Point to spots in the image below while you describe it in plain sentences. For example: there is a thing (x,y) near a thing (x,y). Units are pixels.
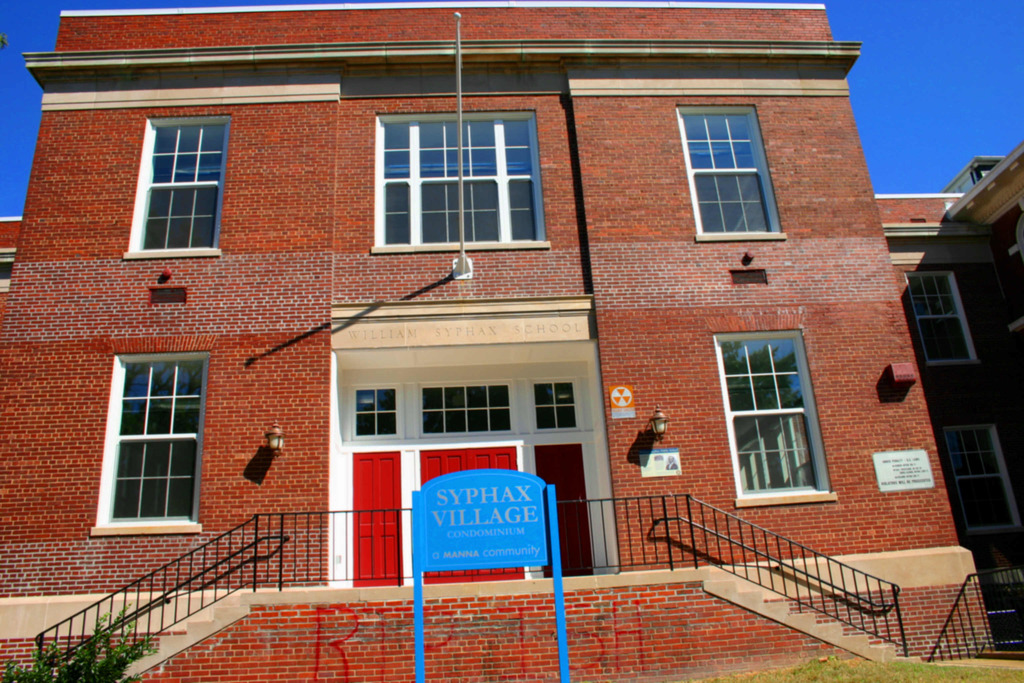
In this image there is a building (196,469), in front of the building (88,574) there is a plant (83,682) and a board (442,486) with some text (486,551) on it. In the background (946,79) there is the sky (946,79).
